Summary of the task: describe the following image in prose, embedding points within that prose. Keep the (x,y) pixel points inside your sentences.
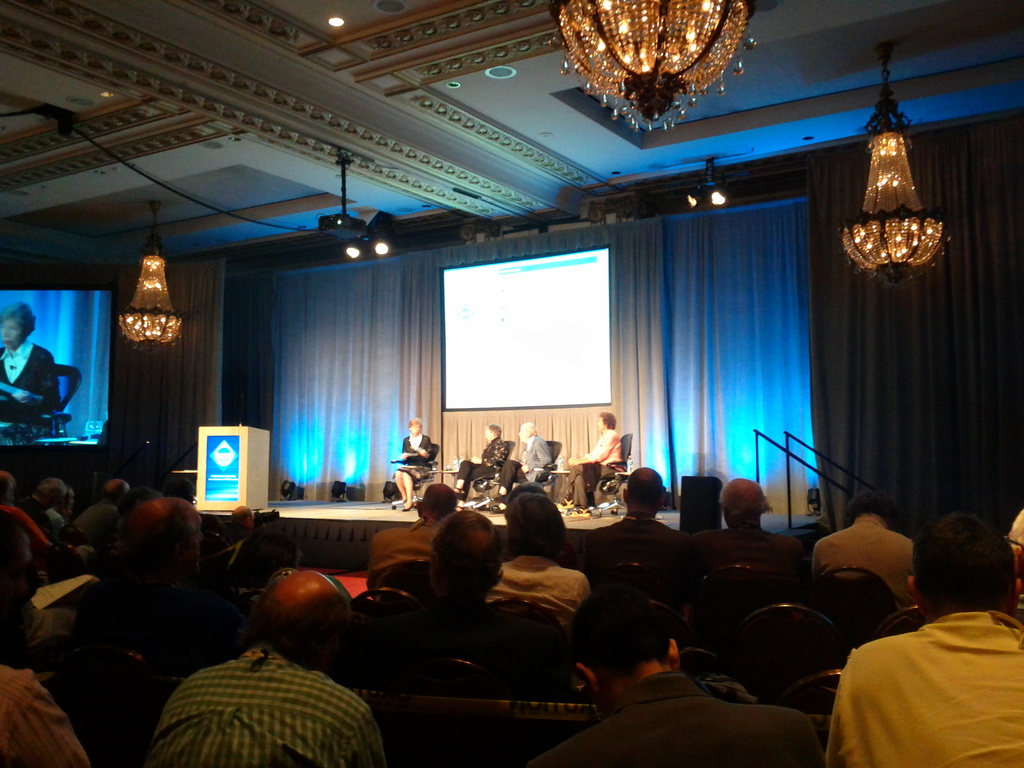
In this picture we can see a group of people (37,717) sitting on chairs (542,745) where some are on stage (360,508), podium (249,489), lights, screens (34,330), curtains (362,314), chandeliers (148,295), speaker (696,502), roof (444,148).
